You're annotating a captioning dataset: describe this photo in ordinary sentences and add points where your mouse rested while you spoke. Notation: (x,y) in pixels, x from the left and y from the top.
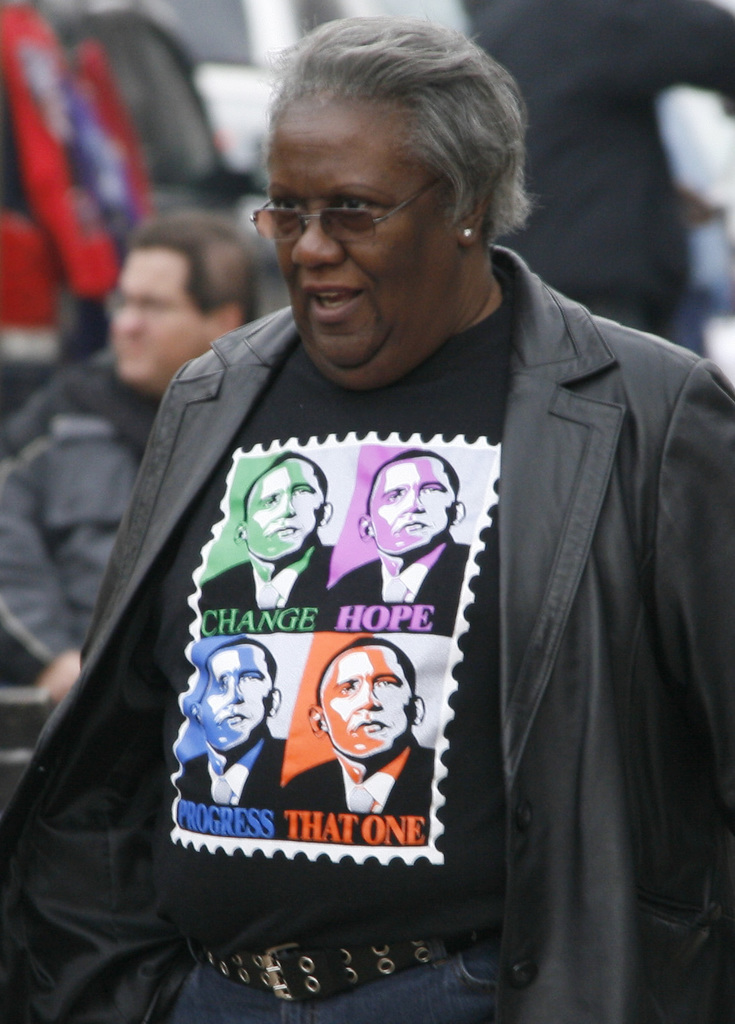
In this image, we can see a person (386,652) is wearing a jacket (545,545) and glasses (335,233). Background (181,316), we can see another person (89,419) here.
